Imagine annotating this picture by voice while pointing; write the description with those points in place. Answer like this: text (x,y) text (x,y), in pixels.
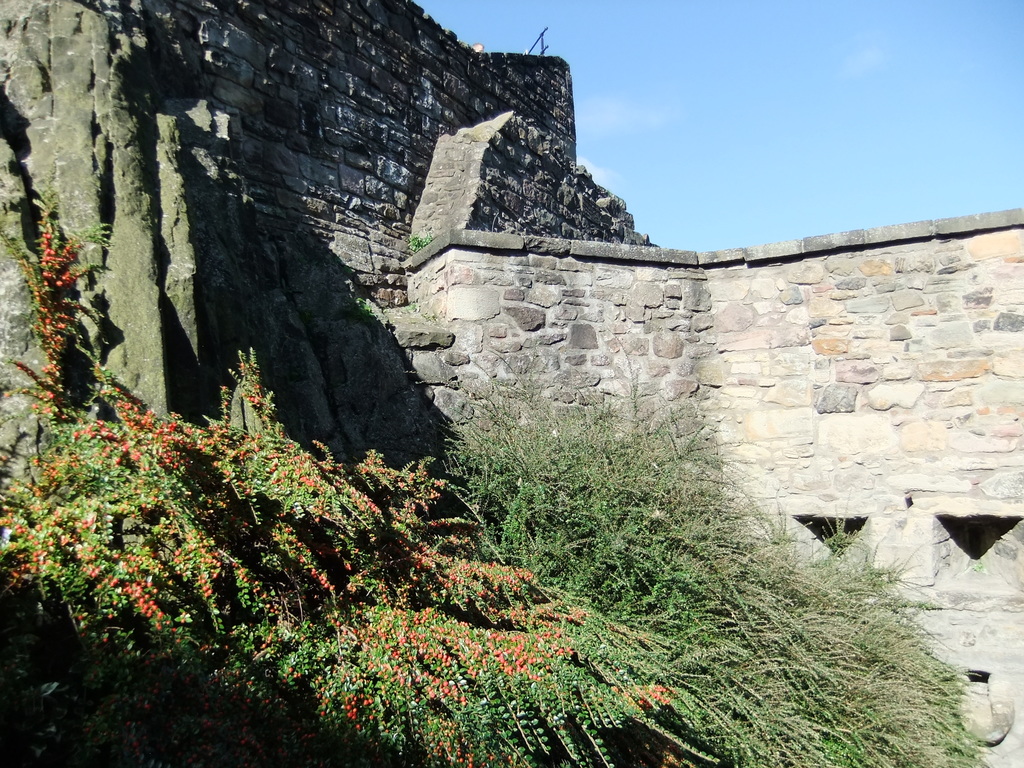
In this image, we can see the wall (803,449) and some plants (606,603). We can also see the sky (962,106).
